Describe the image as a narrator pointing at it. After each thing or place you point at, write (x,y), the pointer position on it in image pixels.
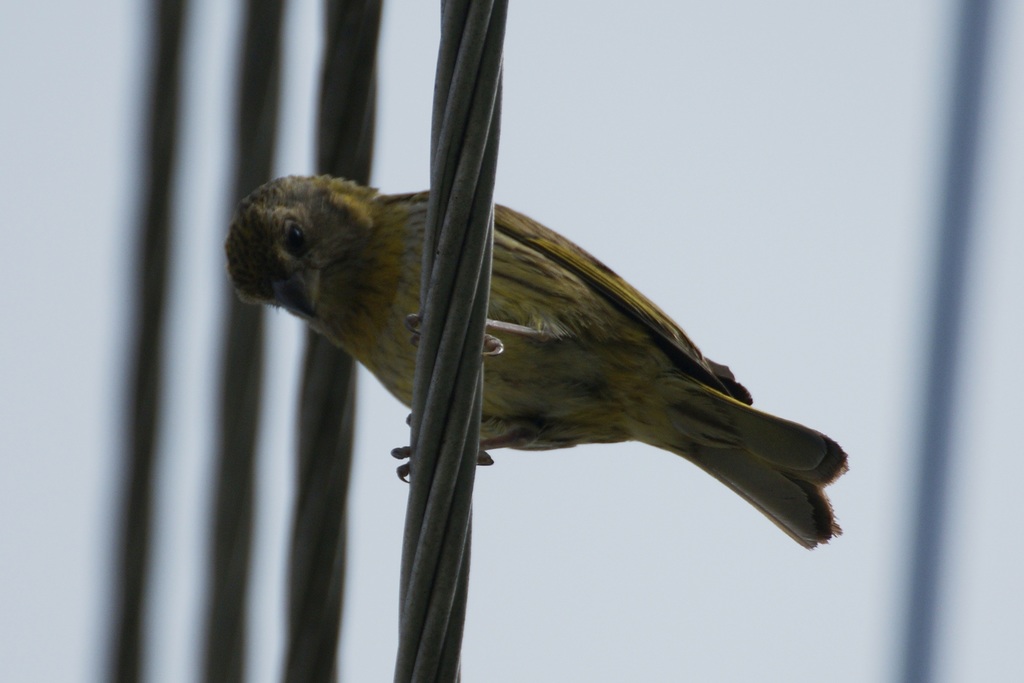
In this image we can see a bird (608,330) standing on the cable (457,218).
